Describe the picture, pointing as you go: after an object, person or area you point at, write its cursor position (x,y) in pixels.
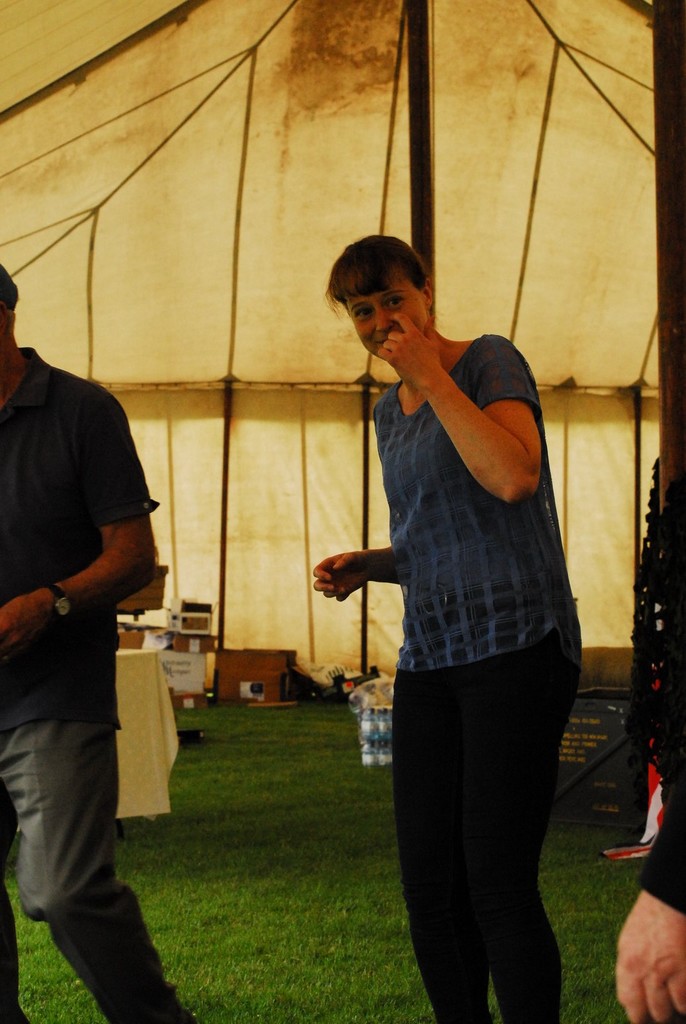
In this image I can see few people (100,603) standing under the tent (169,163). In the background (166,671) I can see the boards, cardboard boxes (221,695) and few more objects (358,689).
